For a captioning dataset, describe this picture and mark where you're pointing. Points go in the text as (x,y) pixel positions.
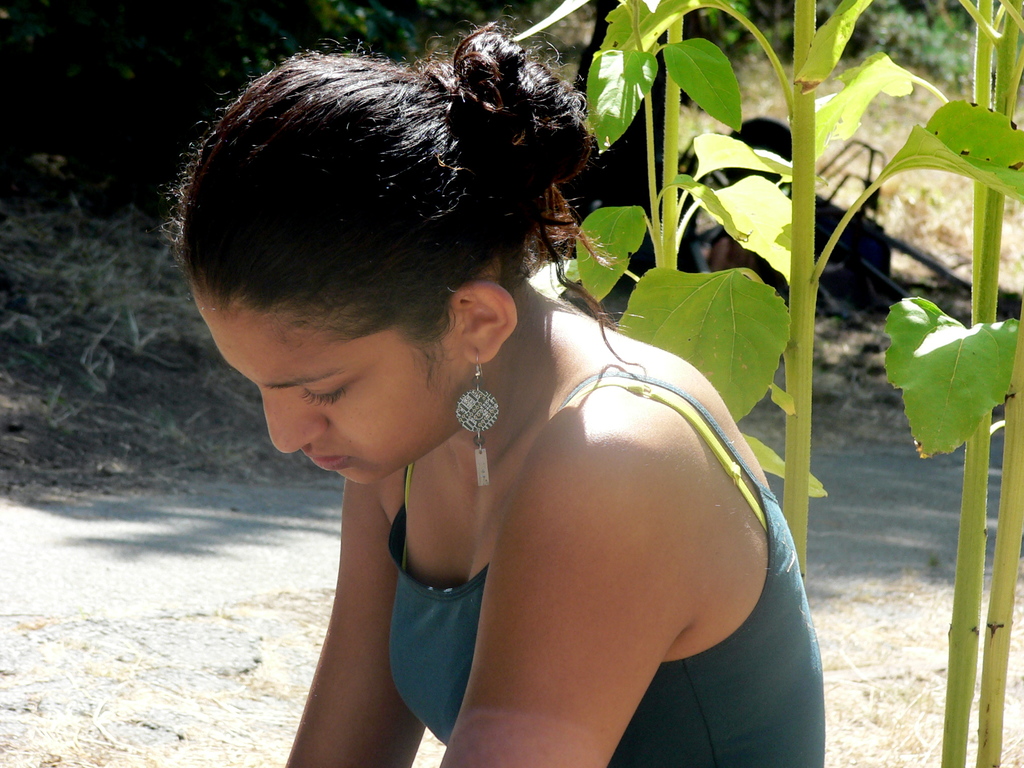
Here we can see a woman (379,373) and behind her there are plants (1013,335). In the background (310,633) there is grass (27,738) on the ground (134,364), an object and plants (359,22).
